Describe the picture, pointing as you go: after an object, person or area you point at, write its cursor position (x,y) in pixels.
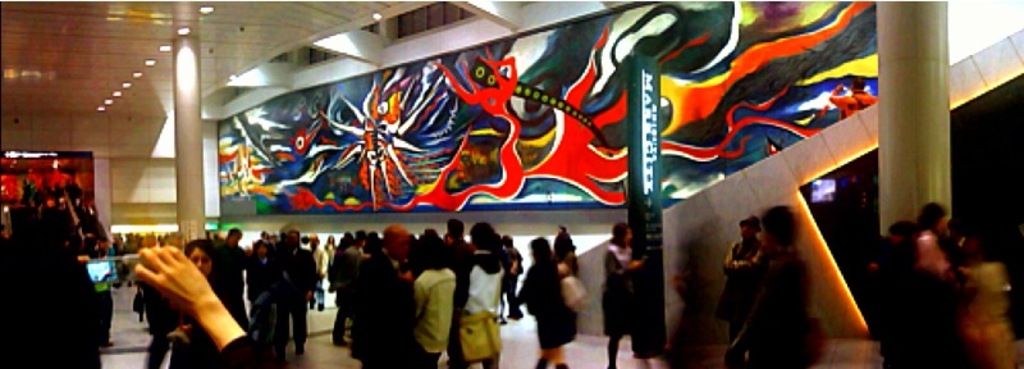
In this image, we can see a group of people (417,315) on the floor (837,358). On the left side of the image (151,271), we can see a person (180,276) is holding a mobile (109,273). Background (922,174) we can see pillars (937,185), hoarding (505,166), walls (113,166). Top of the image (254,22), there is a ceiling (270,47) with lights (129,86).
